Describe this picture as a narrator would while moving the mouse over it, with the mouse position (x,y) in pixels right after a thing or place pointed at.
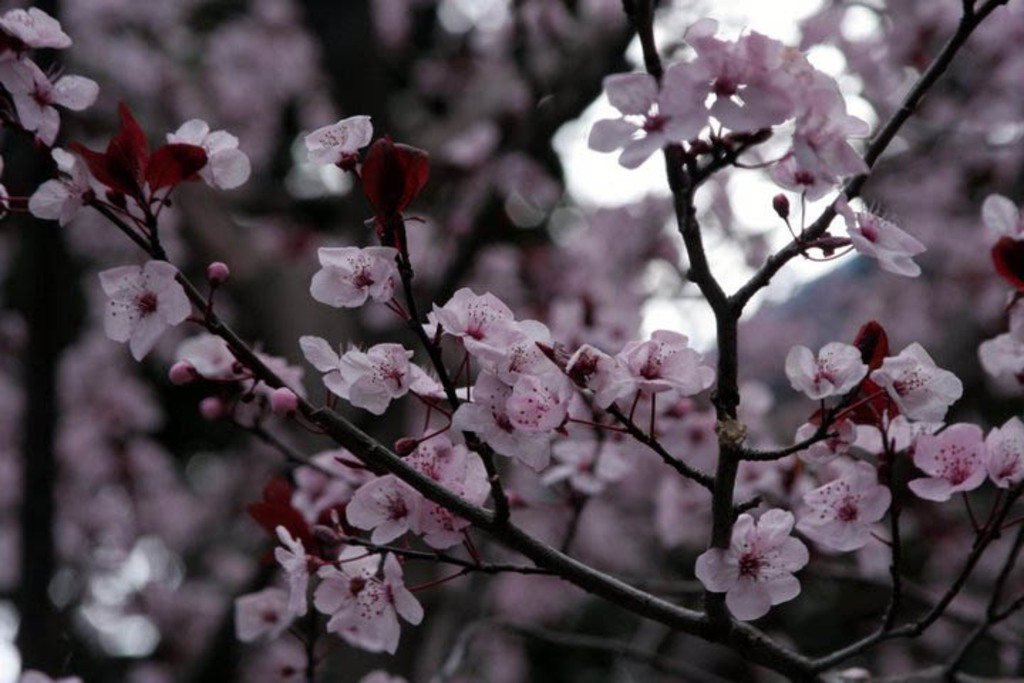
In this image we can see a tree (419,394) with some flowers (510,338) and buds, also we can see the background (582,254) is blurred.
